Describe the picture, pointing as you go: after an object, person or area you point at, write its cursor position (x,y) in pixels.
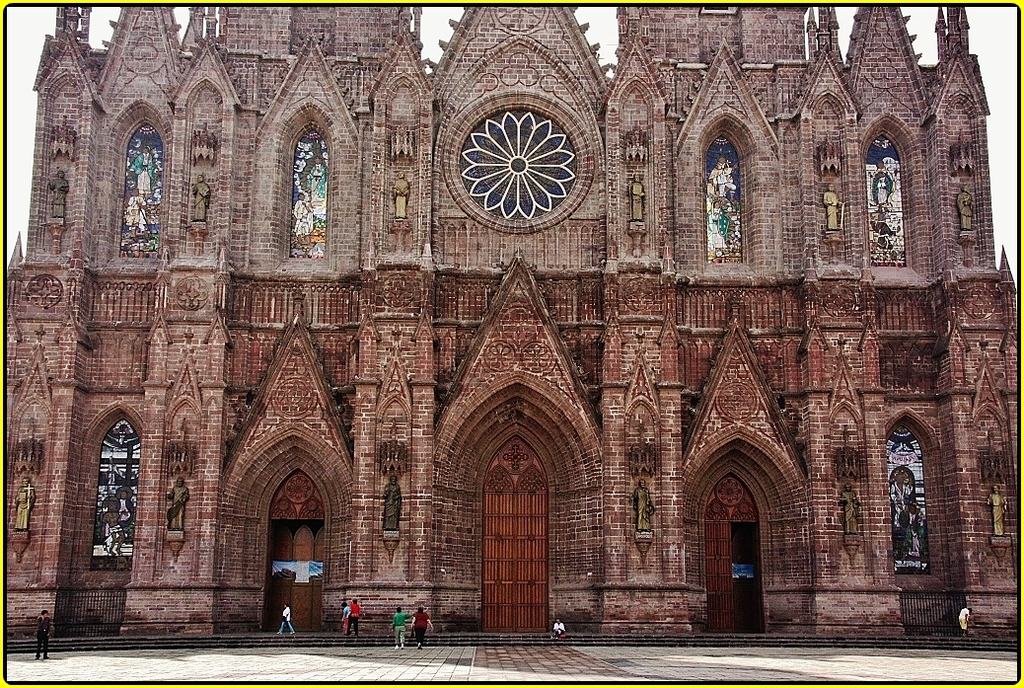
In this image we can see building (620,378), persons (557,638) sitting on the floor (497,633) and some (355,619) are standing on the floor (276,635). In the background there is sky (995,140).
